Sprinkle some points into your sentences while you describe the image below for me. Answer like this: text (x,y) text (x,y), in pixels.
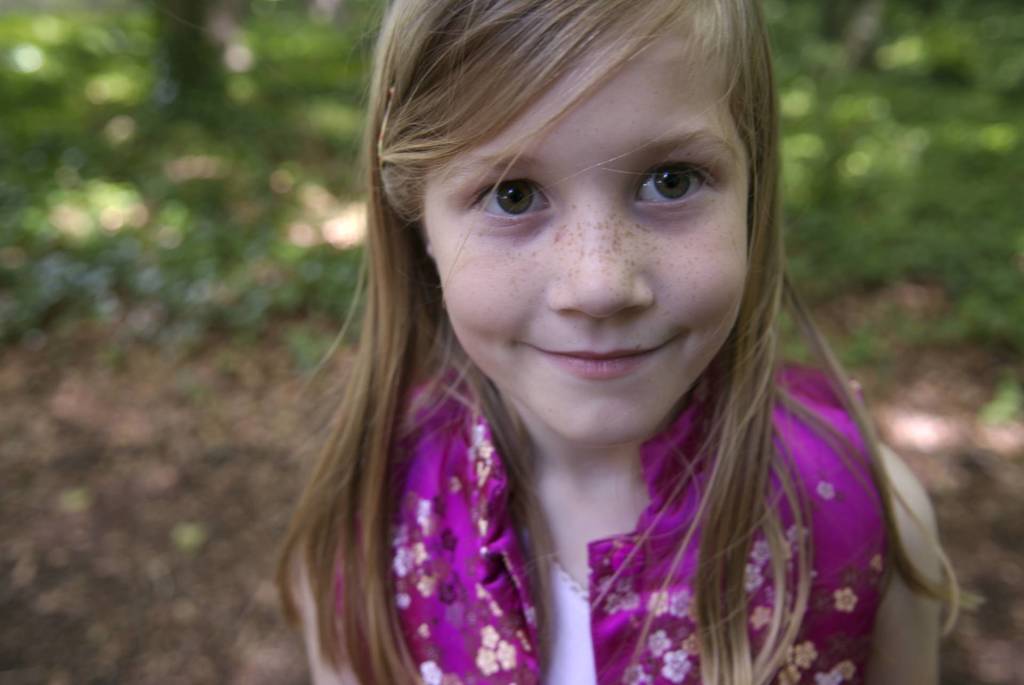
In this image we can see a girl (747,494). On the backside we can see some plants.
